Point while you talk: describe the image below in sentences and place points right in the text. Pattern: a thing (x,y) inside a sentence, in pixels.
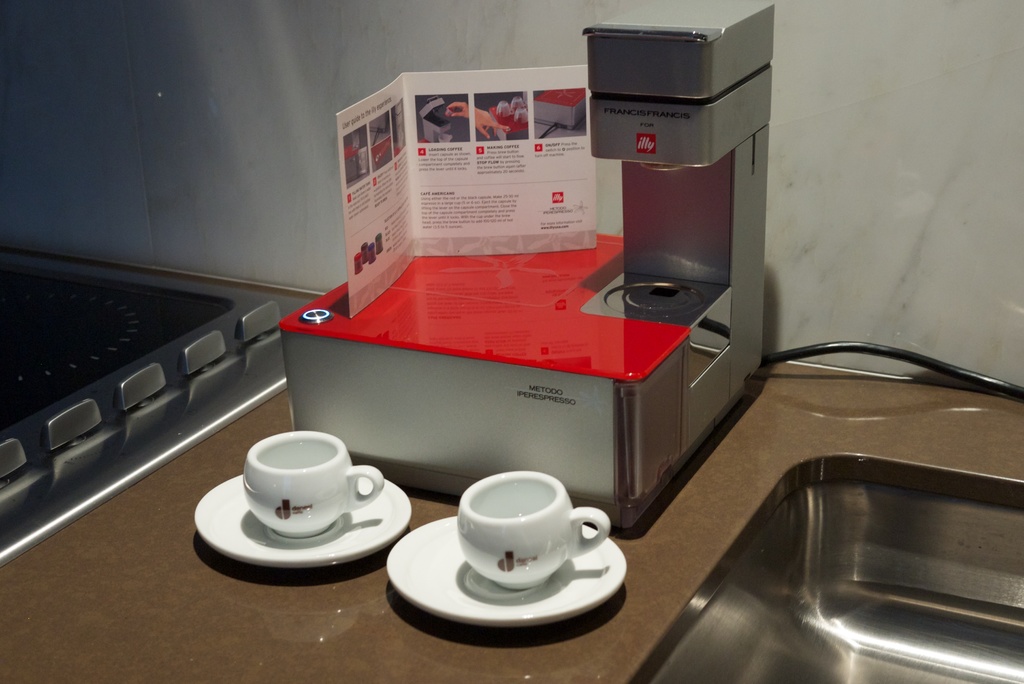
In this image there is a table (836,454) and we can see cups (297,500), saucers (430,543), sink (808,572), coffee maker (550,303), paper (478,228) and an induction stove (103,373) placed on the table (168,535). In the background (274,101) there is a wall (864,98).
